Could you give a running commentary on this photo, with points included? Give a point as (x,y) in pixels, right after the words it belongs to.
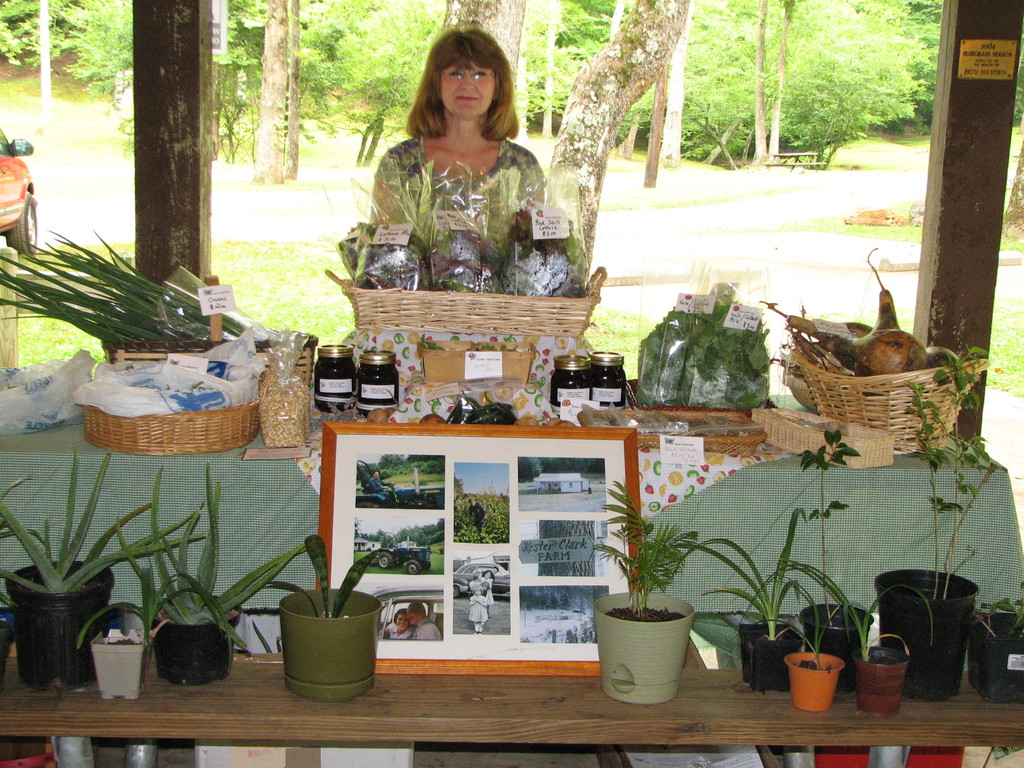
In this image a women (470,158) standing behind a table (972,537), on that table (261,464) there are vegetables (385,411), bottles (347,386), photo frame (359,534) and pots (990,634), in the background (804,58) there are trees (568,60) and a car (9,187).
